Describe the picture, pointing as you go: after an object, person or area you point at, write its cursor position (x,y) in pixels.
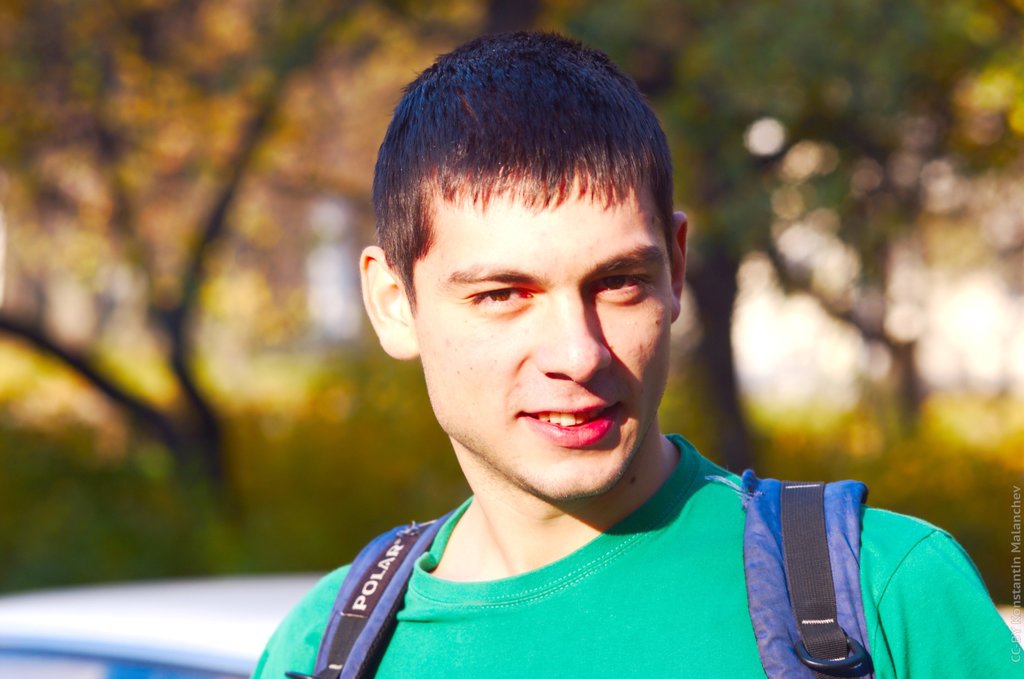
In this picture I can observe a man (516,439) in the middle of the picture (511,380). He is wearing green color T shirt (575,608). The background (213,202) is blurred.
